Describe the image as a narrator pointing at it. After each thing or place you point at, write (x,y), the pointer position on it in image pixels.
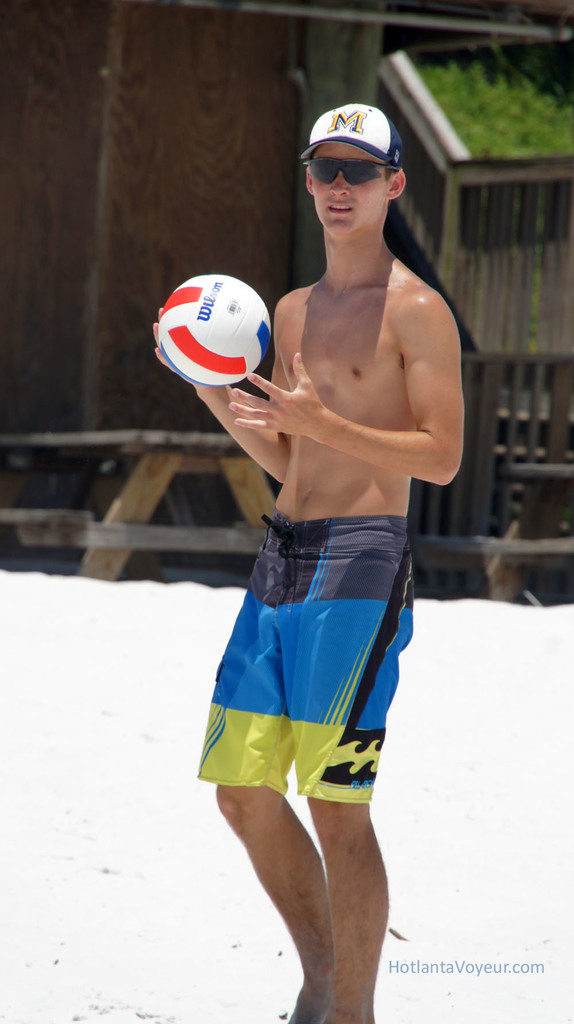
A man (357,131) with white color hat (357,131), goggles (371,176), blue and yellow color trouser (363,523) standing in the sand (130,582) by holding a ball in his hand (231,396) and at the back ground (280,195) there is a wooden house (328,42), wooden fence (503,188) and a tree (536,118).
